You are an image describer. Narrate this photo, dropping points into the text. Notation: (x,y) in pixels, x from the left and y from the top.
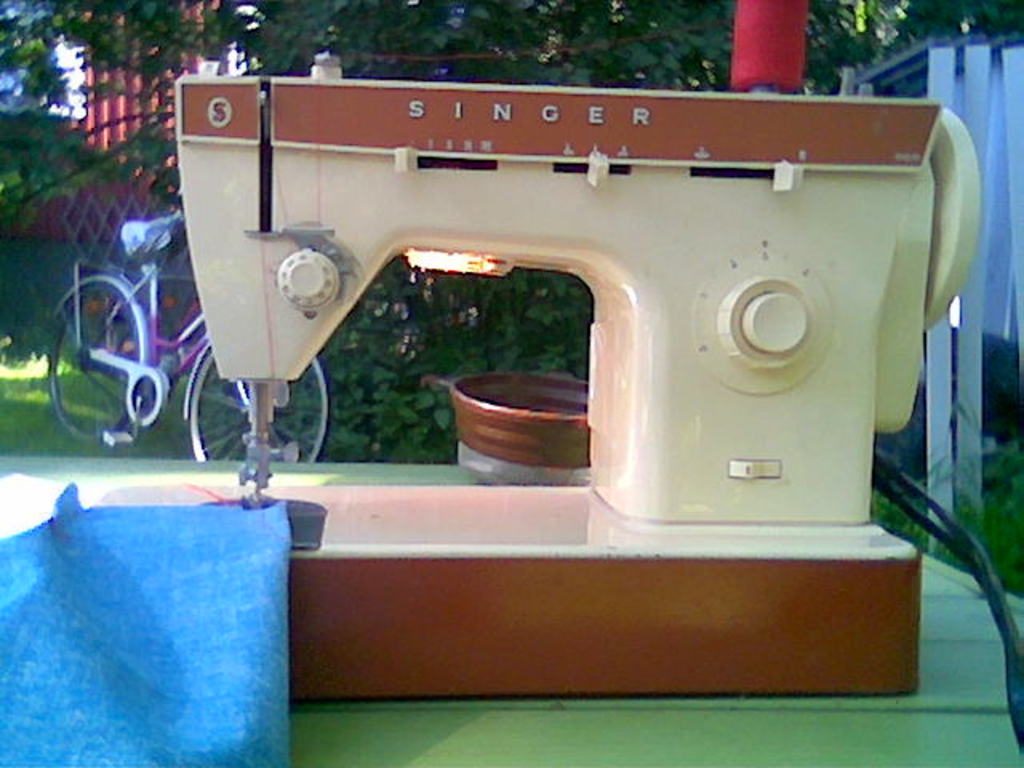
In this image there is a sewing machine (779,509) on a table (934,662), in the background (181,335) there is a cycle (129,401), trees (407,8) and some objects (956,61).
